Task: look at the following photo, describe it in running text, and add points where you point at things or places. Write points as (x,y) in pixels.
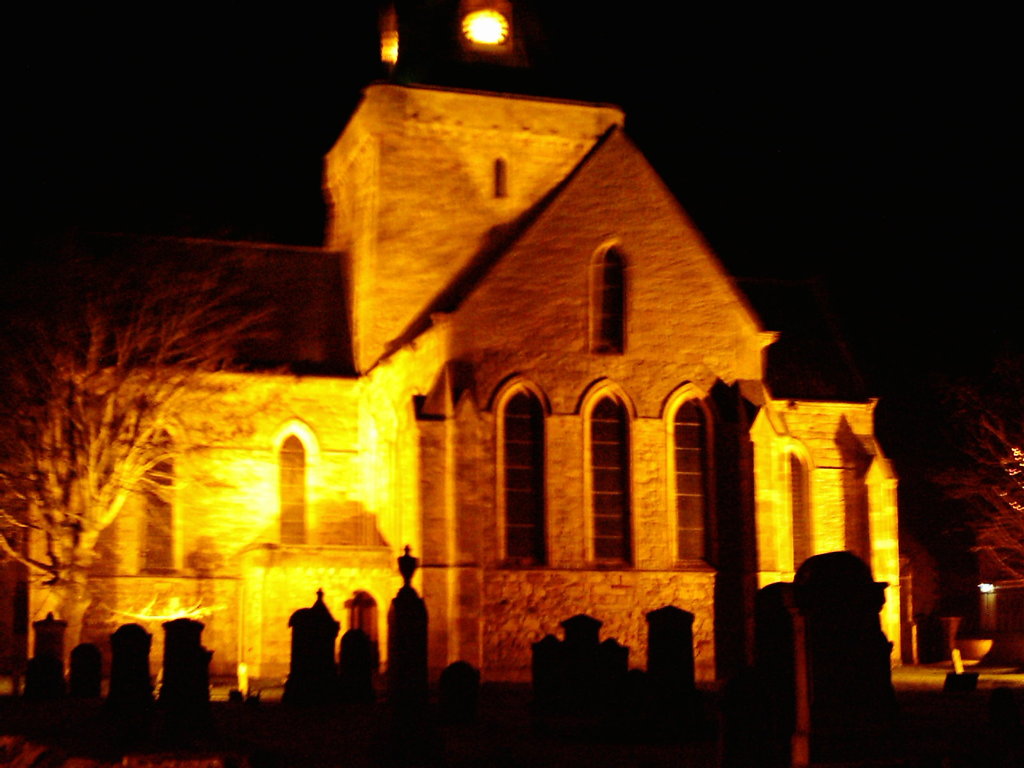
In this image there is a building (386,466), in front of the building (280,470) there is a tree (158,458) and headstones (336,671).
